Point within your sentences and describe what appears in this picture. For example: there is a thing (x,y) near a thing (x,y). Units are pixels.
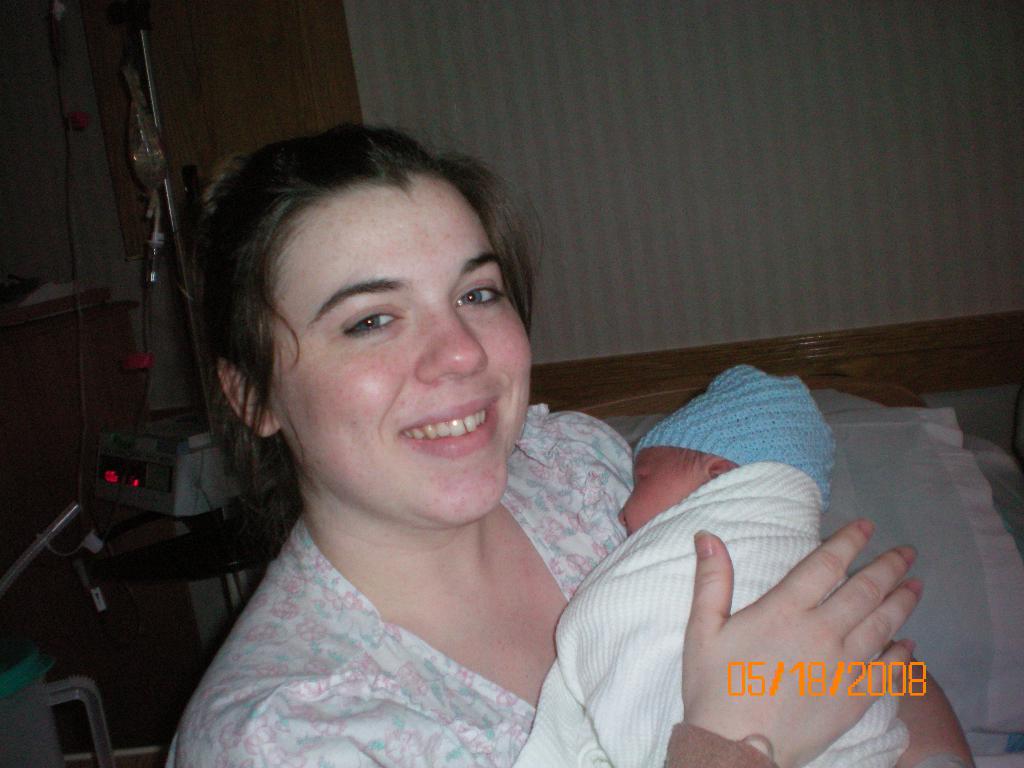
The woman (407,698) at the bottom of the picture (380,621) wearing a white dress (380,621) is holding the baby (614,657) in her hands (830,574) and she is smiling. Beside her, we see a white colored sheet (924,605). Behind her, we see an electrical equipment (135,438) and table (41,312). Beside that, we see a white color wall (762,141).
